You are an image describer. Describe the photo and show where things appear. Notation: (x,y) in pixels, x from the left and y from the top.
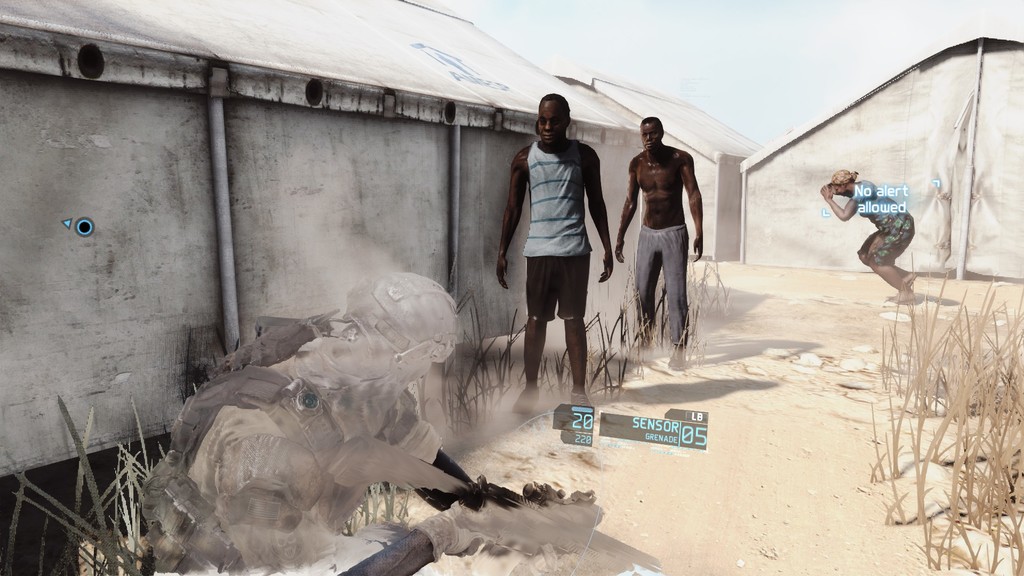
This image is a animated one as we can see there are some persons (641,235) standing in middle of this image (659,238) and there is one person (876,237) on the right side of this image (889,255), and there is one person (330,460) in the bottom of this image (366,471) is holding a gun (494,523), and there is a wall (459,253) in the background (819,229), and there are some plants (476,356) as we can see in middle of this image (540,372) and on the right side of this image (963,449) as well.
